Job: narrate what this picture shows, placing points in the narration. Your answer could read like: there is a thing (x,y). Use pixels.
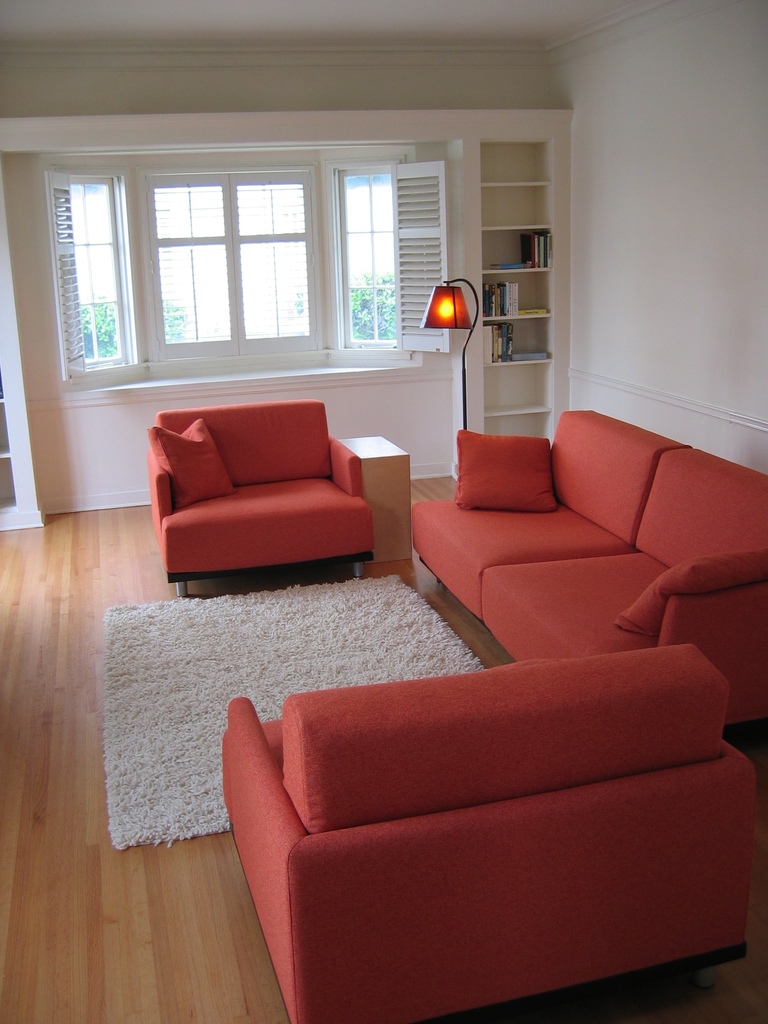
In this picture there is a couch (519,534) near to the wall (454,348), beside the couch (356,521) can see white carpet (280,708) on the wooden floor (185,941). On the right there is a shutter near to the window (179,294). Beside the window (294,312) we can see the shelf (544,298). In the shelf (568,306) we can see many books (539,257). Beside that there is a lamp (465,348). Through the window (310,347) we can see the plants (355,313) and wall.
